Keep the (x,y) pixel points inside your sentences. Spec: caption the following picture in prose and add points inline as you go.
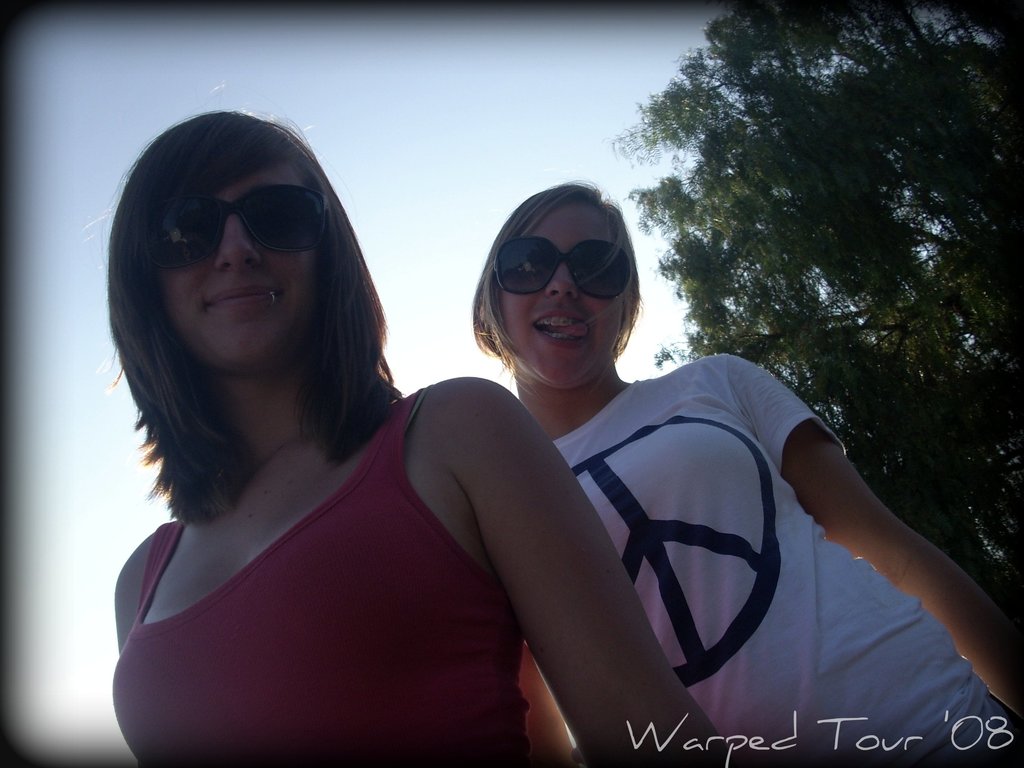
In this image I can see two people (543,470) with red and white color dresses (678,583). And these people (498,277) are wearing the goggles (623,267). To the right (817,253) I can see the tree (787,277) and there is a sky (338,132) in the back (331,168).
